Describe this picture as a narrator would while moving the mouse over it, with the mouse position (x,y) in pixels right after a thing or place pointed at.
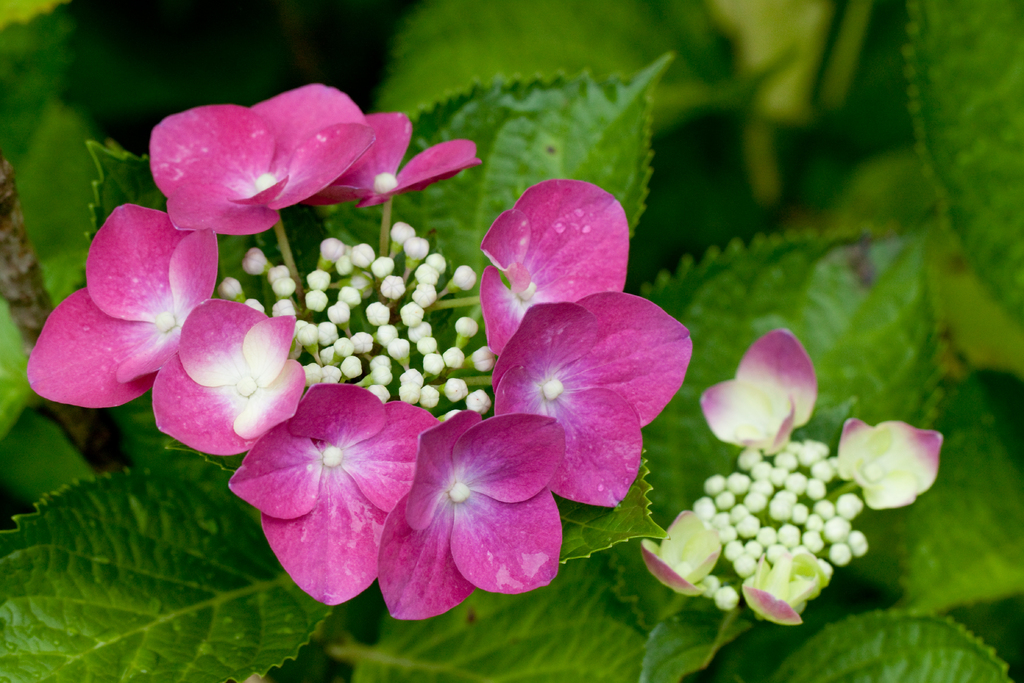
In this image, we can see some plants (776,298), flowers (198,116) and buds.
